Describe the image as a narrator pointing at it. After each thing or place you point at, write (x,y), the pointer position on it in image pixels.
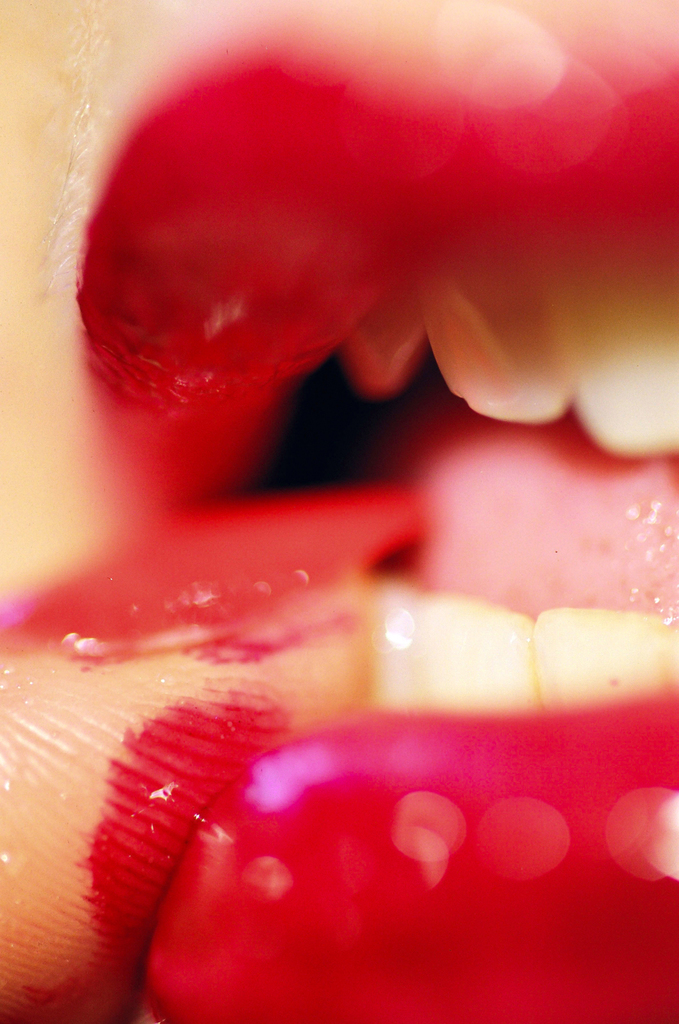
In this picture we can see a person's finger (23,854) in the mouth (397,469).
